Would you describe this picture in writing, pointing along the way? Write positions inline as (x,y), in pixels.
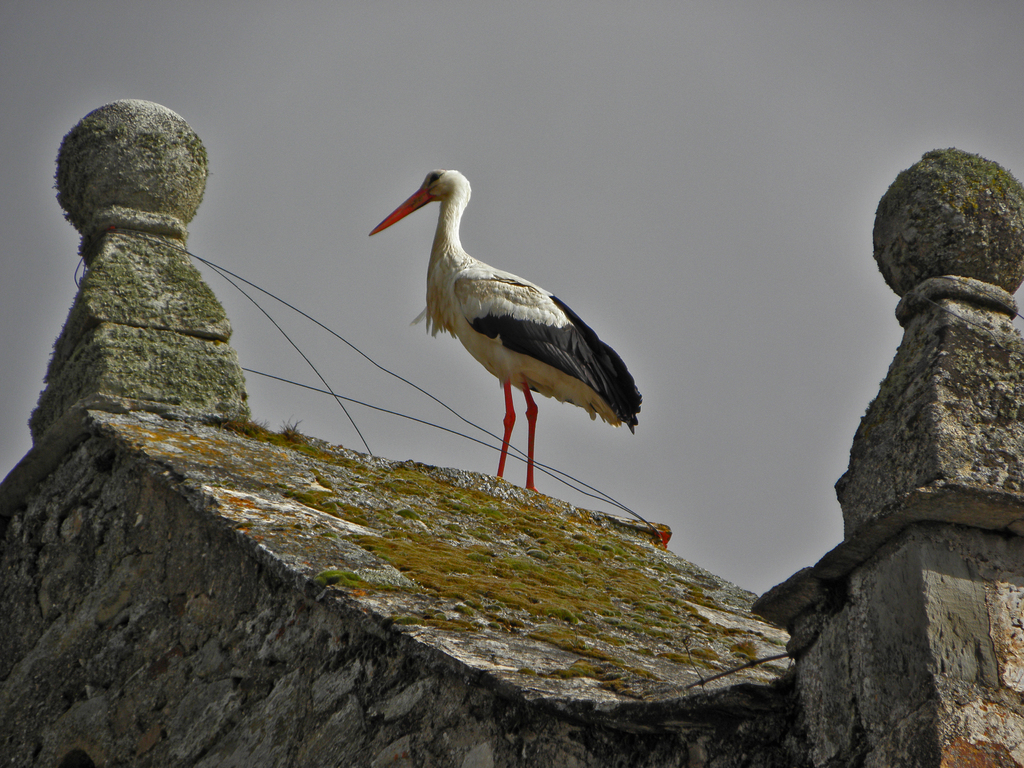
In the picture we can see a bird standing on the historical wall (345,527) which is very old with mold (627,581) on it and the bird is white and some part black in color and behind the bird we can see a sky (567,174) with clouds (253,38).
